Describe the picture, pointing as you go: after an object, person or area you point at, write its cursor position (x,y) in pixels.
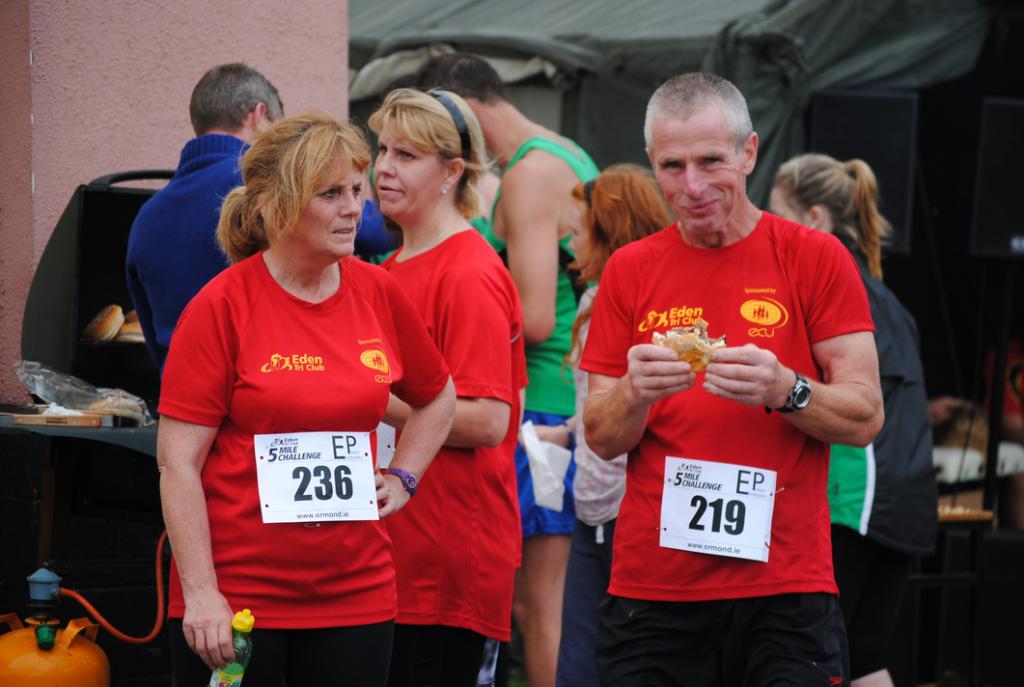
In this picture we can see some people (494,257) are standing, at the left bottom (67,652) there is a cylinder (42,633), a man (635,425) in the front (718,418) is holding food (696,356), a woman (316,553) on the left side (331,532) is holding a bottle (247,628), on the left side (133,320) we can see some food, it looks like a tent (850,48) in the background (757,69).
